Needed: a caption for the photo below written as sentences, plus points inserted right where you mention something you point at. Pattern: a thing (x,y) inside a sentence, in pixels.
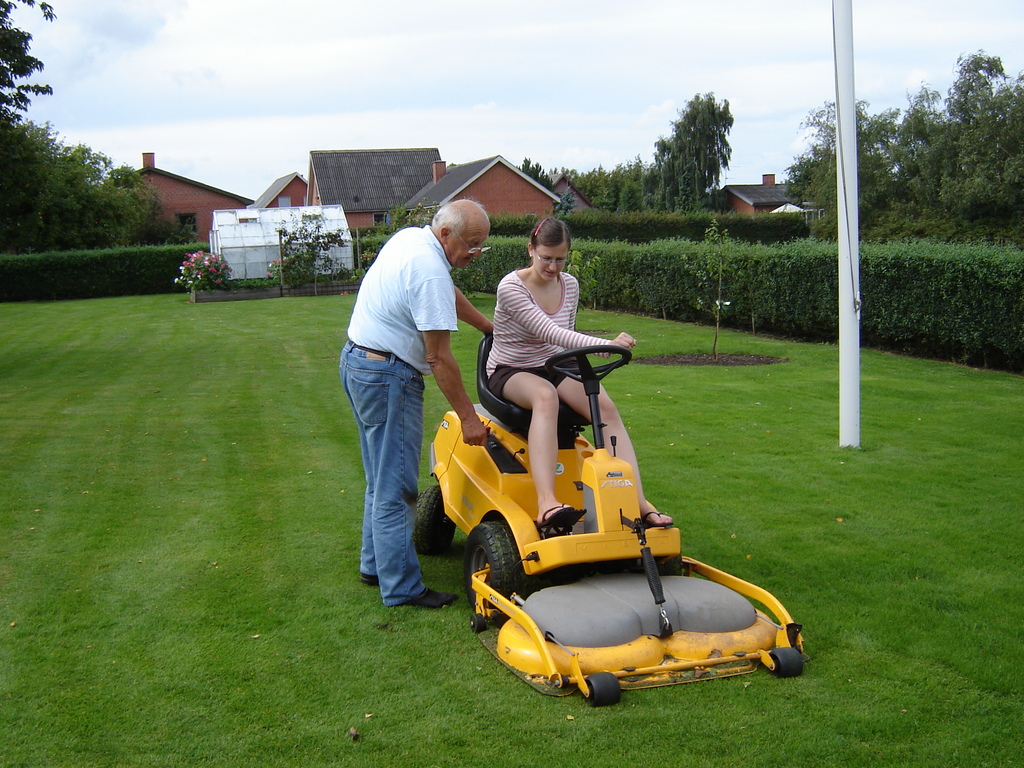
In this image there is a person (614,429) sitting on the lawn tractor (594,410), another person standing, and in the background (56,228) there are plants (981,299), houses (445,191), trees (11,228), sky (620,81).
